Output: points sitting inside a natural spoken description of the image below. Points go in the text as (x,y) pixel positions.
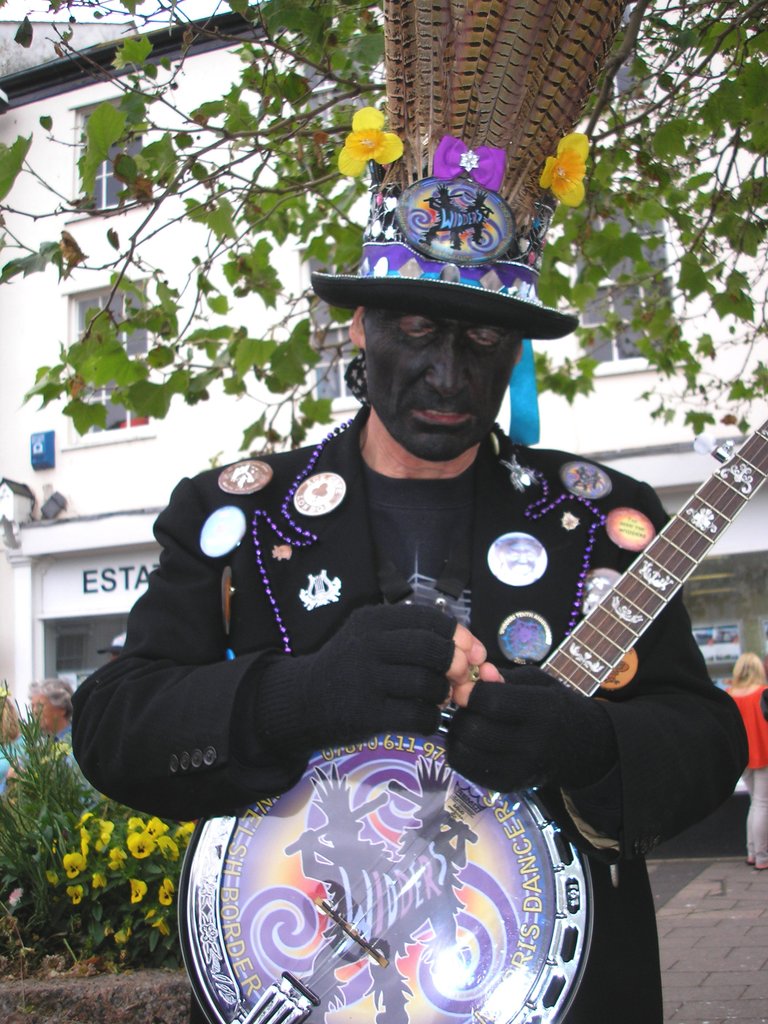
In this image, I can see a person (355,723) standing with a fancy dress (488,707). I think he is holding a banjo musical instrument (449,874). On the left side of the image (69,936), I can see the plants (89,854) with the yellow flowers (145,841). This looks like a tree (318,129) with branches (678,101) and leaves (720,201). In the background (606,399), I can see a building (123,216) with the windows (727,563) and few people (58,709) standing.
